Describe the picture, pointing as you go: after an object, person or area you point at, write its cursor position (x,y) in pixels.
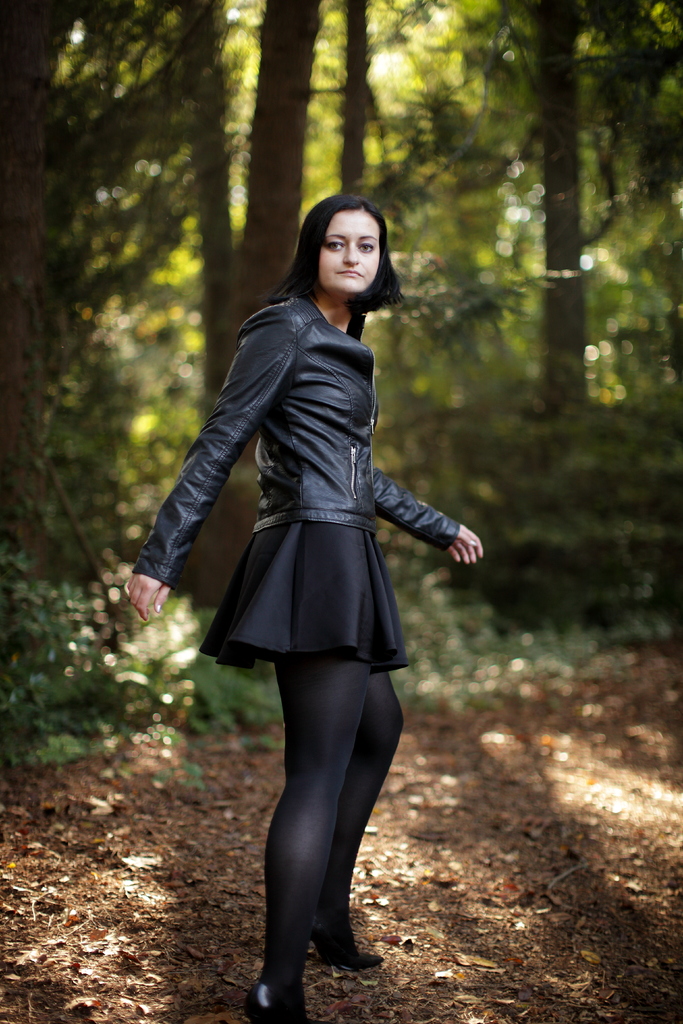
In the middle of the image (346,596) a woman (360,789) is standing and watching. Behind her we can see some trees (17,12).
